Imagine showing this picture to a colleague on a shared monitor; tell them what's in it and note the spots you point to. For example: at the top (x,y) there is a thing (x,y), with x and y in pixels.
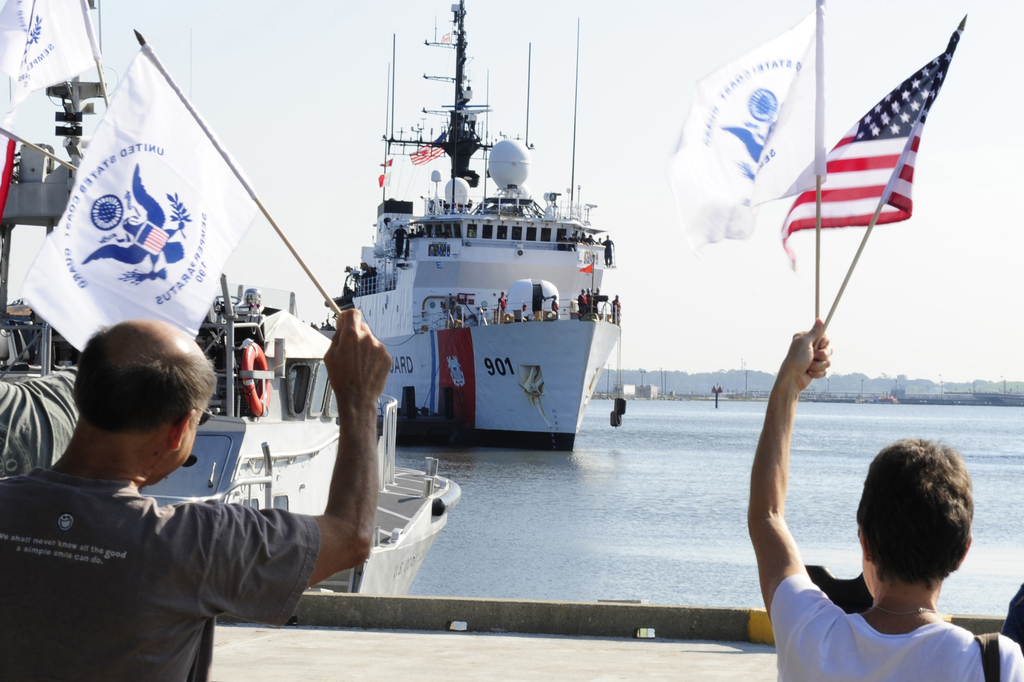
In this picture, we can see a few people (185,443), and among them a few (791,561) are holding some objects (185,225) like flag (877,117), and we can see path (367,638), boat (218,418) some objects (250,397) attached to the boat (316,382), and we can see ship (530,290) and some objects (461,123) attached to the ship (526,275) like poles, we can see water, trees (727,373) and the sky (933,132).
